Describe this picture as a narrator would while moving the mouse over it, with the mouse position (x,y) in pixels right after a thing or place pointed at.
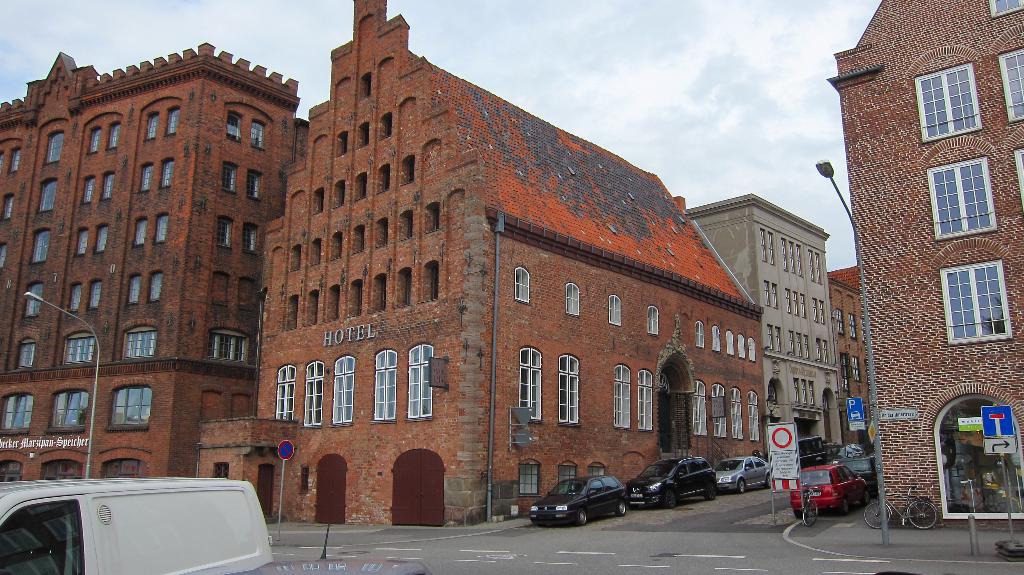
In this image there are some buildings (592,316), in the center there are some vehicles (726,478) on the road (719,492). And also we could see some poles (882,511), lights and some boards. On the right side (870,511) there are two cycles (902,518), at the bottom (466,544) there is a road (385,544). On the road (293,534) there is one truck (117,541), on the top of the image (596,76) there is sky (685,104).
